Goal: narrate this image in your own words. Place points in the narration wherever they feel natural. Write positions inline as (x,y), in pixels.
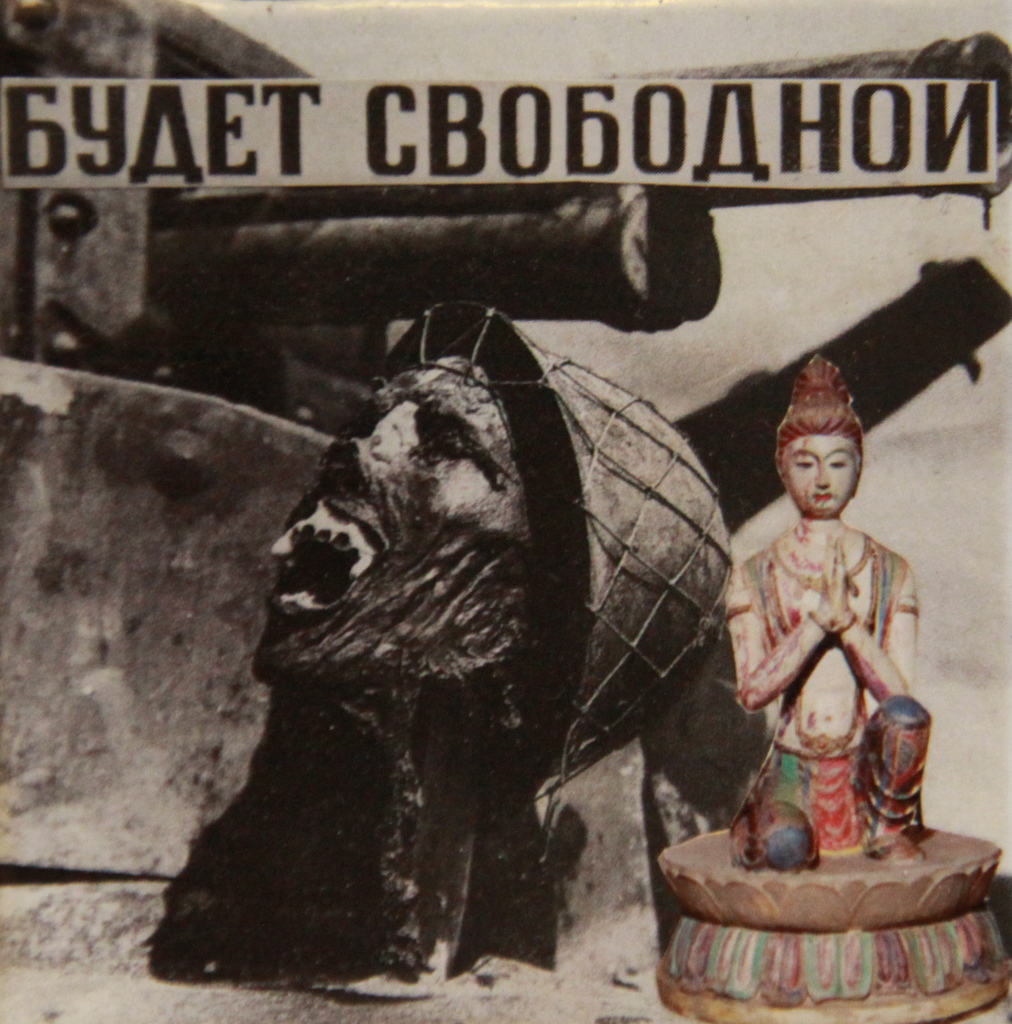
In this image we can see a poster (403,383), on that there are images (547,598), and text (368,153).
